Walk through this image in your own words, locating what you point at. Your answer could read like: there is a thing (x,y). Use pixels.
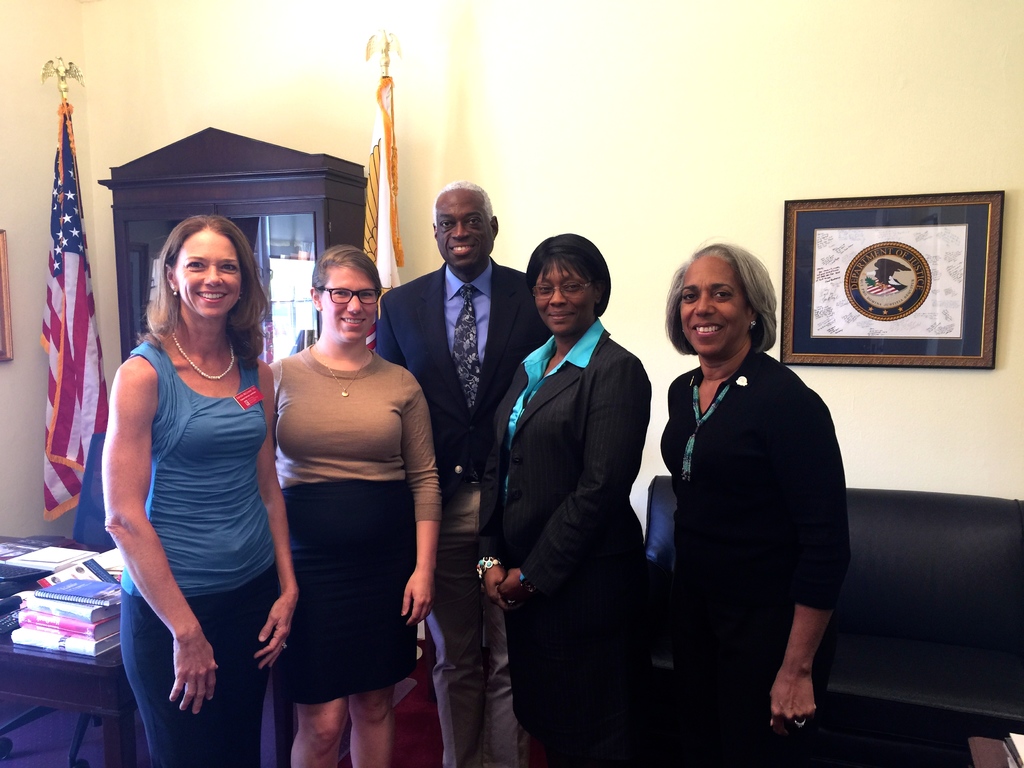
In the center of the picture (529,479) there are people (254,480). On the left (78,631) there are books (78,604), chair (79,505), table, flag (86,220) and bureau (183,209). On the right (915,620) there are couch (916,695), table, books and a frame (861,269).
